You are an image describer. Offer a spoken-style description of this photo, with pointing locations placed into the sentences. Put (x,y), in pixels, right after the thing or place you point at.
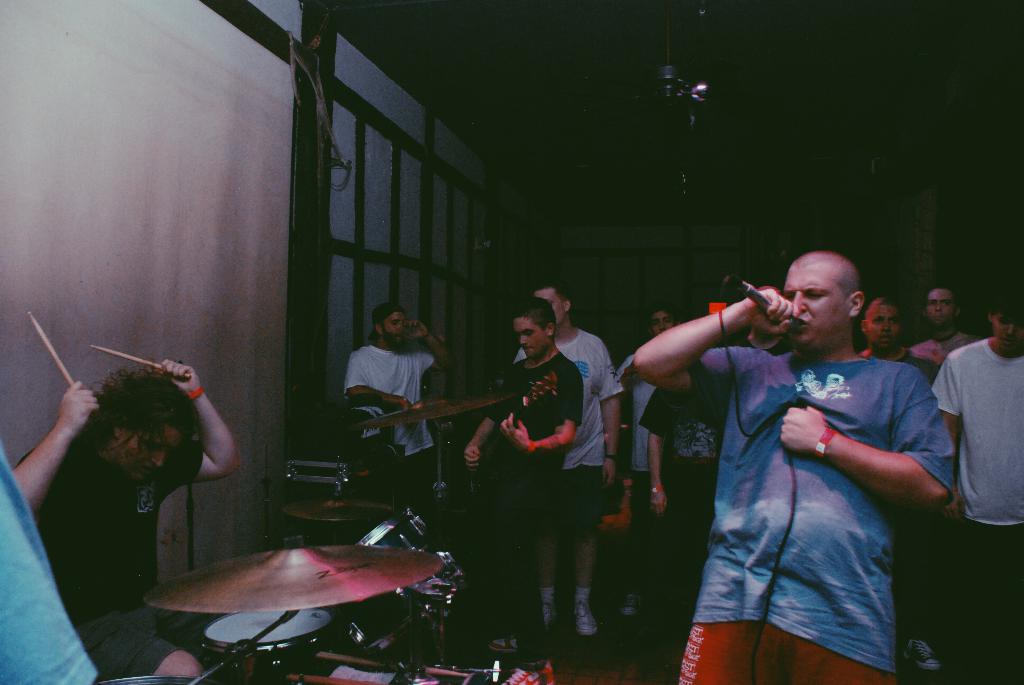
It looks like a concert, there are many people (982,354) standing and enjoying the person (814,470) who is wearing blue color shirt (832,472) is singing to the left side of him there is another person (148,566) who is sitting and playing the band (345,573), behind this person (133,572) there is another person (545,478) who is playing a guitar (468,471), in the background (516,275) there is a closed room (745,198) which is very dark.
